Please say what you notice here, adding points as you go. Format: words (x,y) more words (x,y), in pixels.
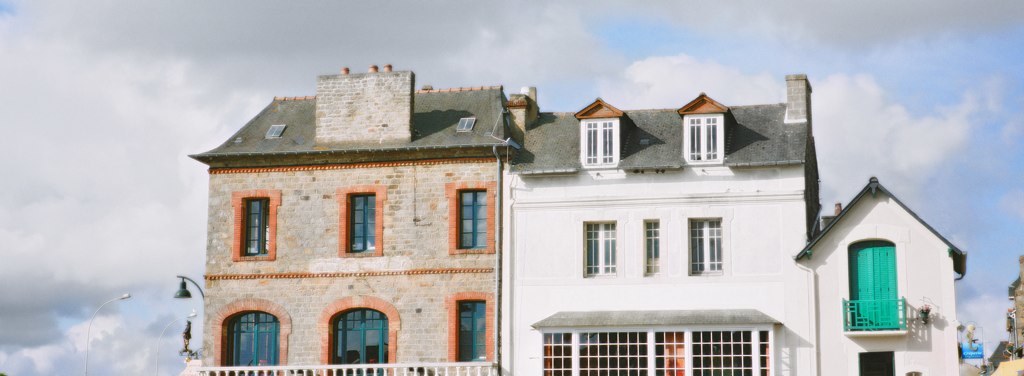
In this image I can see a building (462,205) along with the windows (464,229). On the left side (87,337) there are few light poles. On the right side (996,356) there are some more buildings (1013,341). At the top of the image (694,42) I can see the sky (490,26).
